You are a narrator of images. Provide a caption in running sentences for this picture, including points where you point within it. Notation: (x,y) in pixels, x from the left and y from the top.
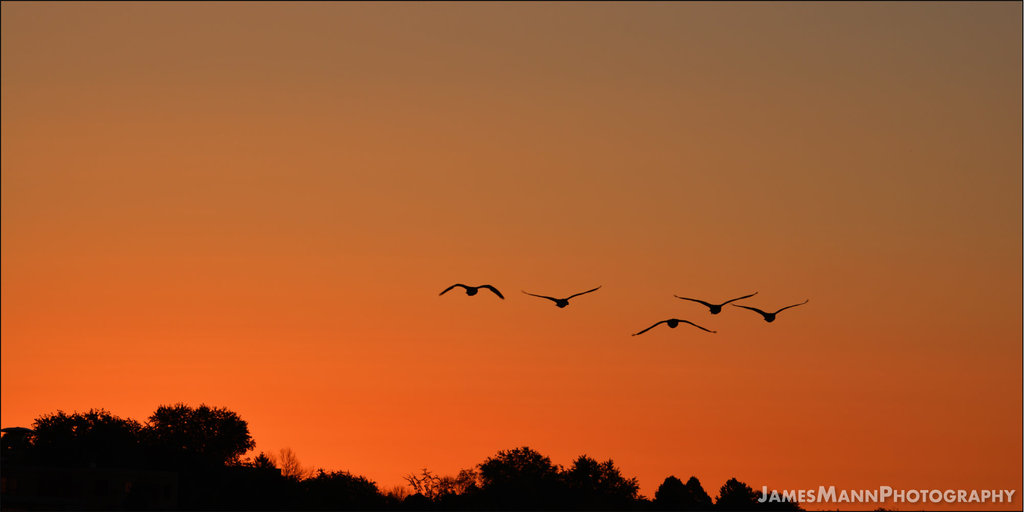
In the center of the image (561,302) there are birds (475,292). There are trees (179,472). In the background of the image (530,147) there is sky (315,198).
